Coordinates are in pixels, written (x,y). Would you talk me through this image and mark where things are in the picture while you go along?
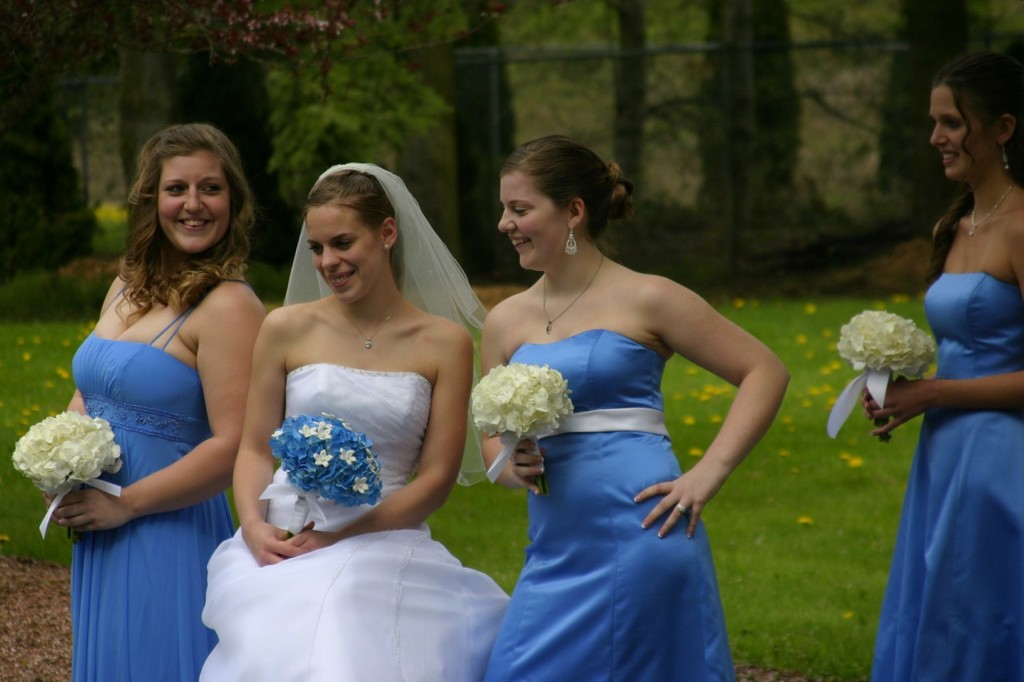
In this picture we can see some girls (403,407) wearing blue and white dress (419,418) standing in the garden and holding the flowers (317,441) in the hand (533,441), smiling and giving a pose into the camera. Behind there are some trees (12,140).
